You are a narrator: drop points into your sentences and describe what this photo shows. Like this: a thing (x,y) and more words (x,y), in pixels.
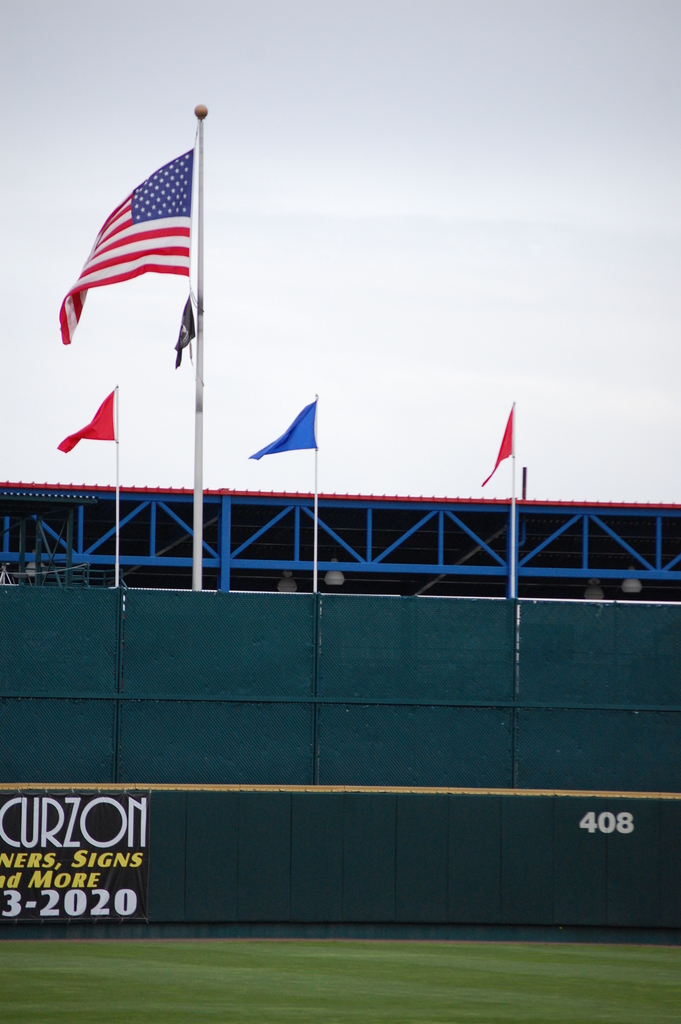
This picture consists of a ground (211,964) at the bottom (401,977) and I can see green color fence (470,668) and at the top of fence (52,648) I can see flags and at the top (611,204) I can see the sky (545,313).
